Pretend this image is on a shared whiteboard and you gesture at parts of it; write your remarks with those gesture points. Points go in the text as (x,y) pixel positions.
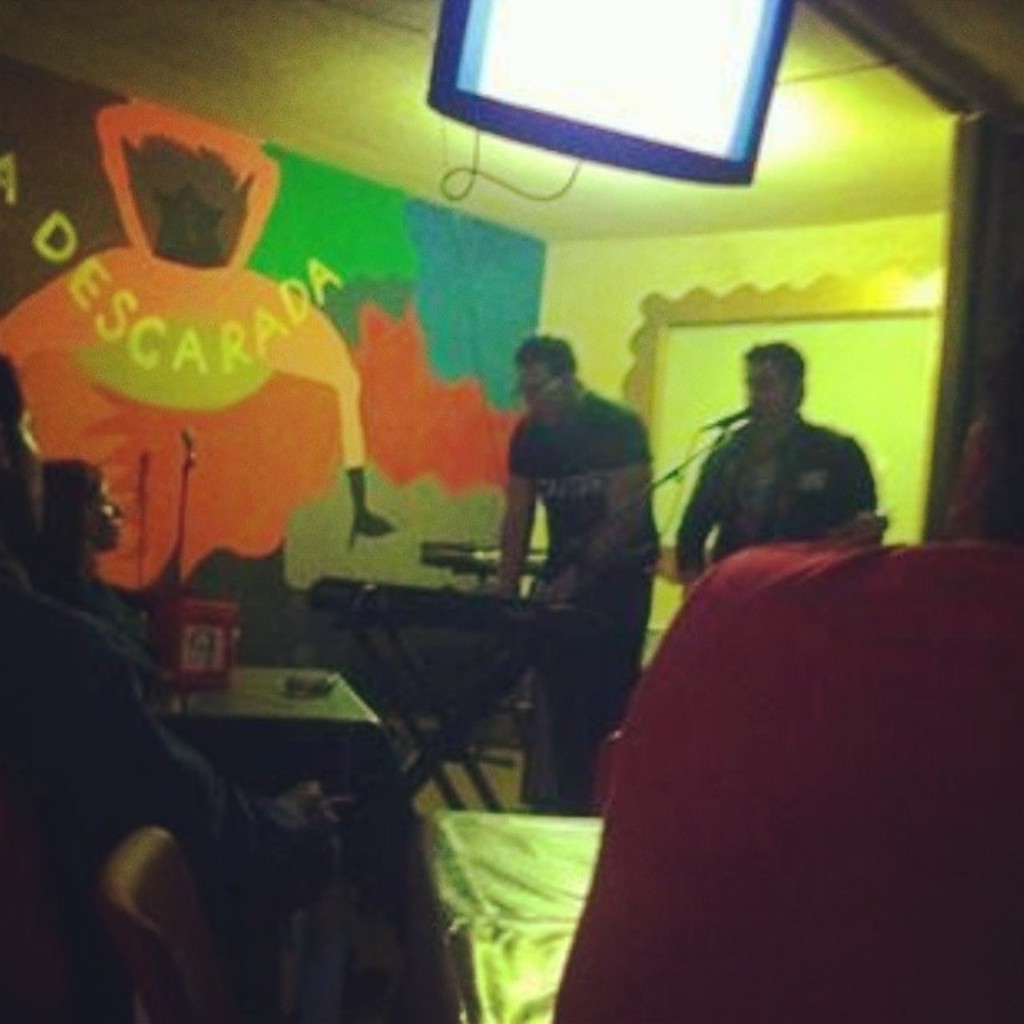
In the picture I can see a red color object (899,701) in the right corner (891,745) and there is a person (799,454) standing and singing in front of a mic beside it and there is another person (586,453) standing and playing a piano (481,562) in front of him and there are two persons (79,623) sitting in the left corner (97,592) and there are some other objects (398,425) in the background (389,390).
